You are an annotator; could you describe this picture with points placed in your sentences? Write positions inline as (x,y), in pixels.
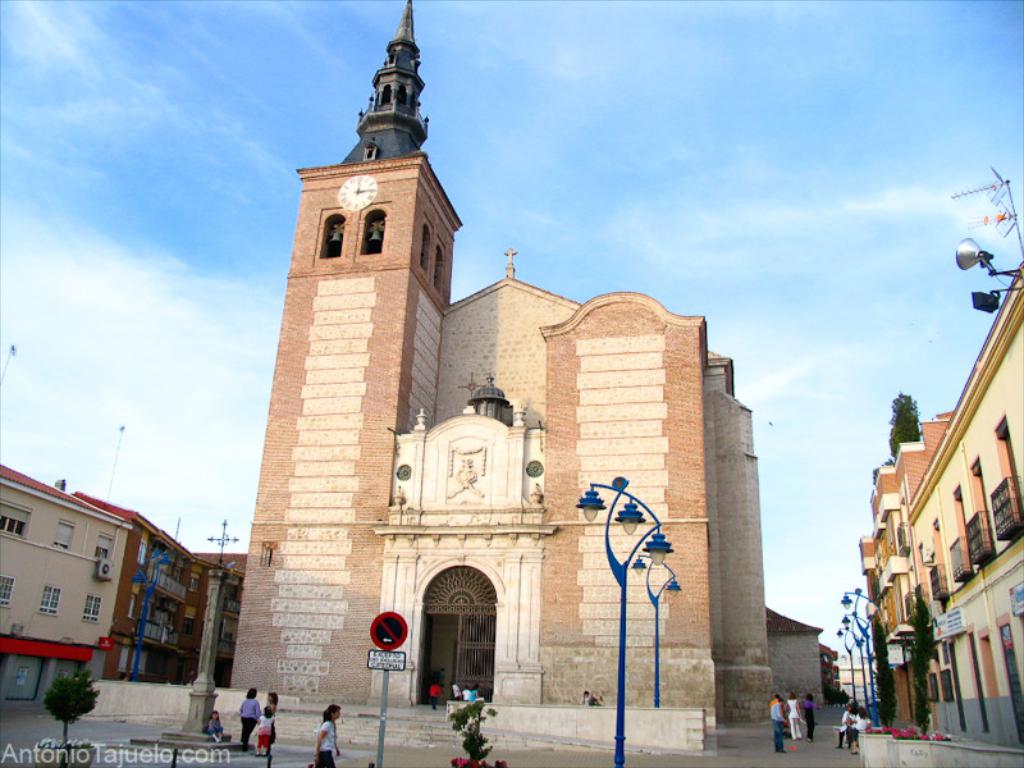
In this image we can see buildings (904,577), poles (154,589). Bottom of the image (272,738) people (808,713) are there. Left bottom of the image (119,749) watermark (122,748) is present and tree (76,707) is there. Right side of the image (996,191) antennas (979,221) are there. Top of the image (92,153) blue color sky (788,74) is present with some clouds (152,328).
